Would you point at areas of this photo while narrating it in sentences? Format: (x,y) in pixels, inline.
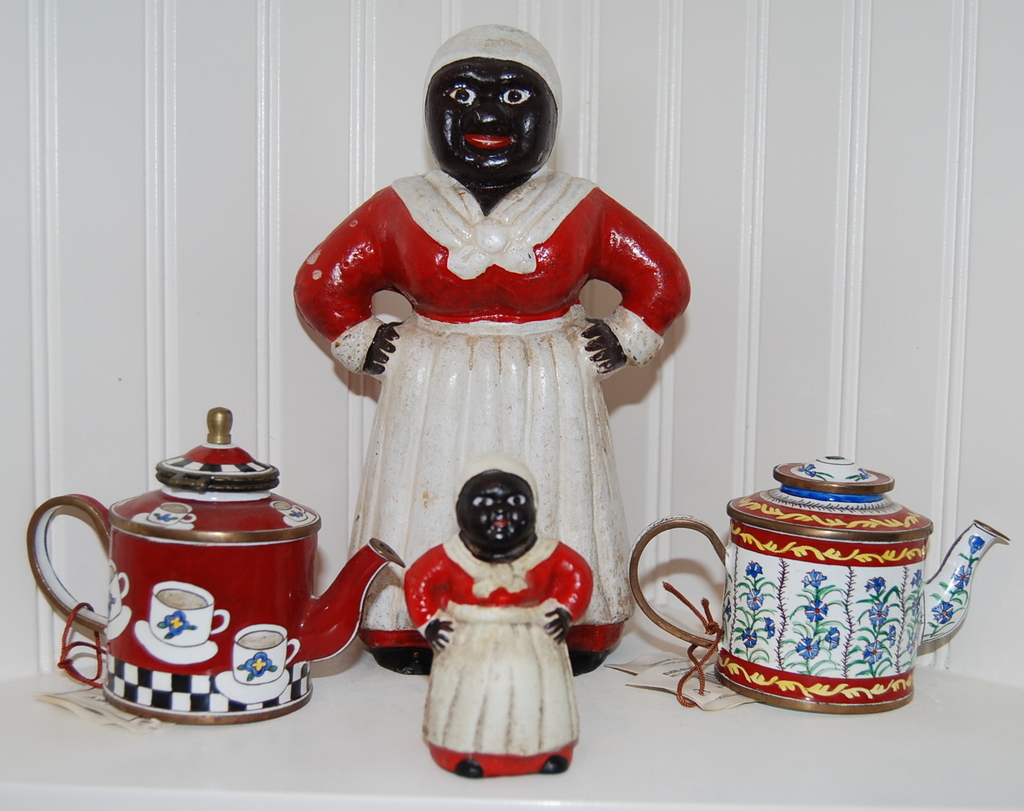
In this image we can see the girl toys (463,404) and also the coffee jugs (805,621) on the surface (966,744). We can also see the papers (680,677). In the background (766,310) there is wall (807,288).
